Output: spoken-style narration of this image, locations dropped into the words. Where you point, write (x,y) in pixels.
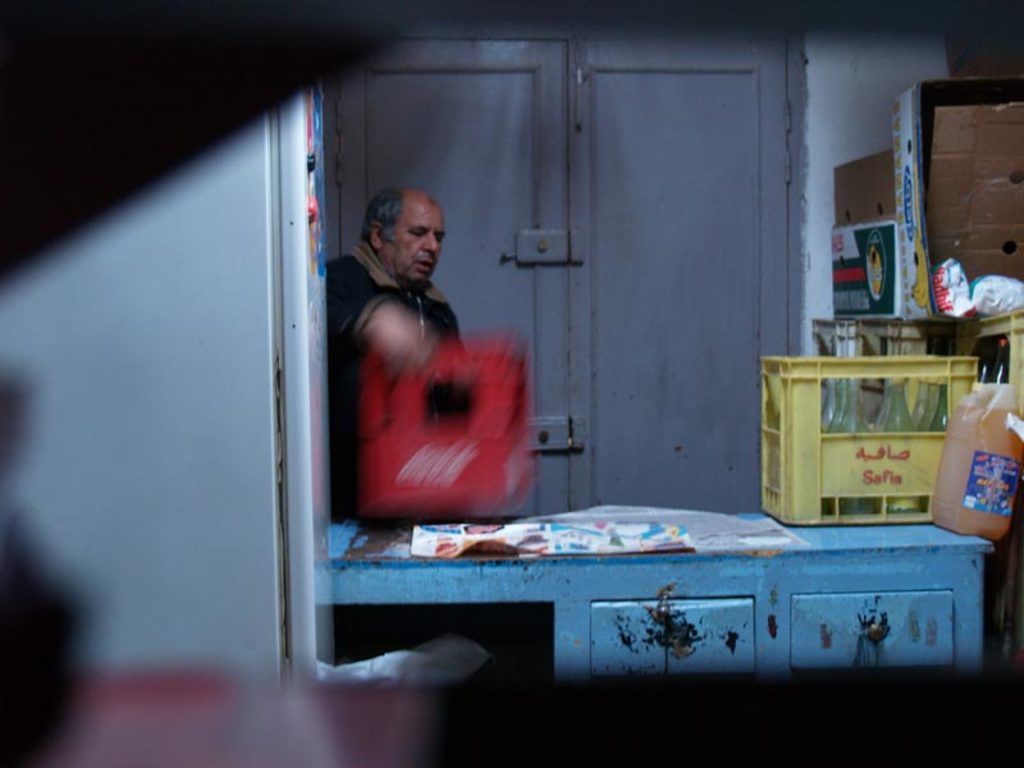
A man (339,344) is standing, these are bottles (859,404).
